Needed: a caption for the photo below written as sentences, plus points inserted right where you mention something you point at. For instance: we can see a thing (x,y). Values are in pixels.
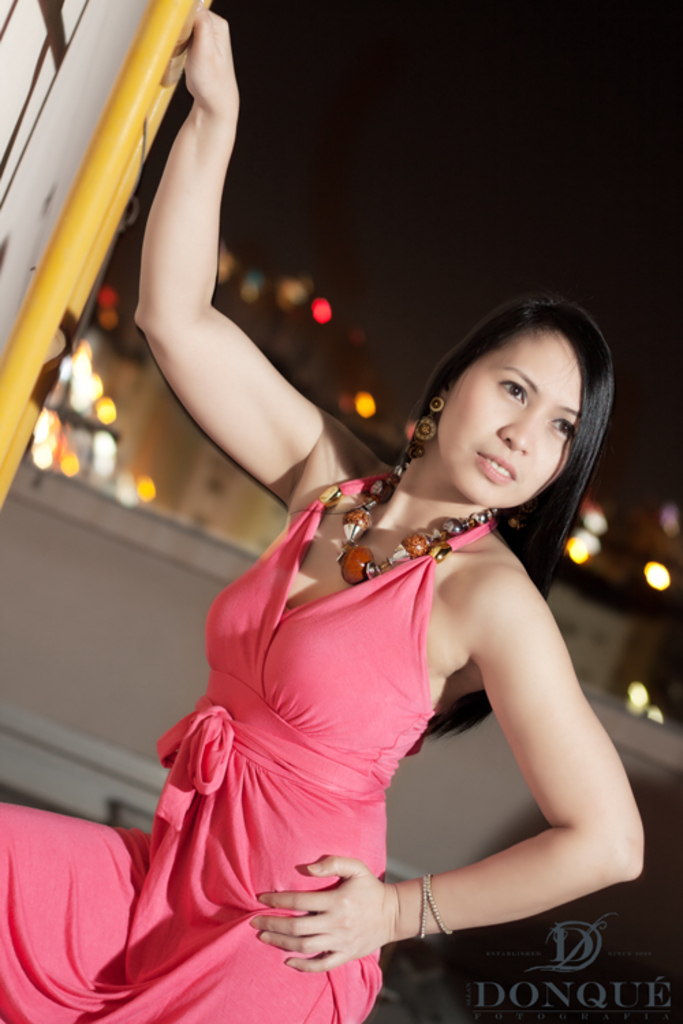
In this image I can see a woman (408,514). The woman (418,586) is wearing pink color dress (218,695) and a necklace (366,524). The background of the image (427,231) is blurred.
